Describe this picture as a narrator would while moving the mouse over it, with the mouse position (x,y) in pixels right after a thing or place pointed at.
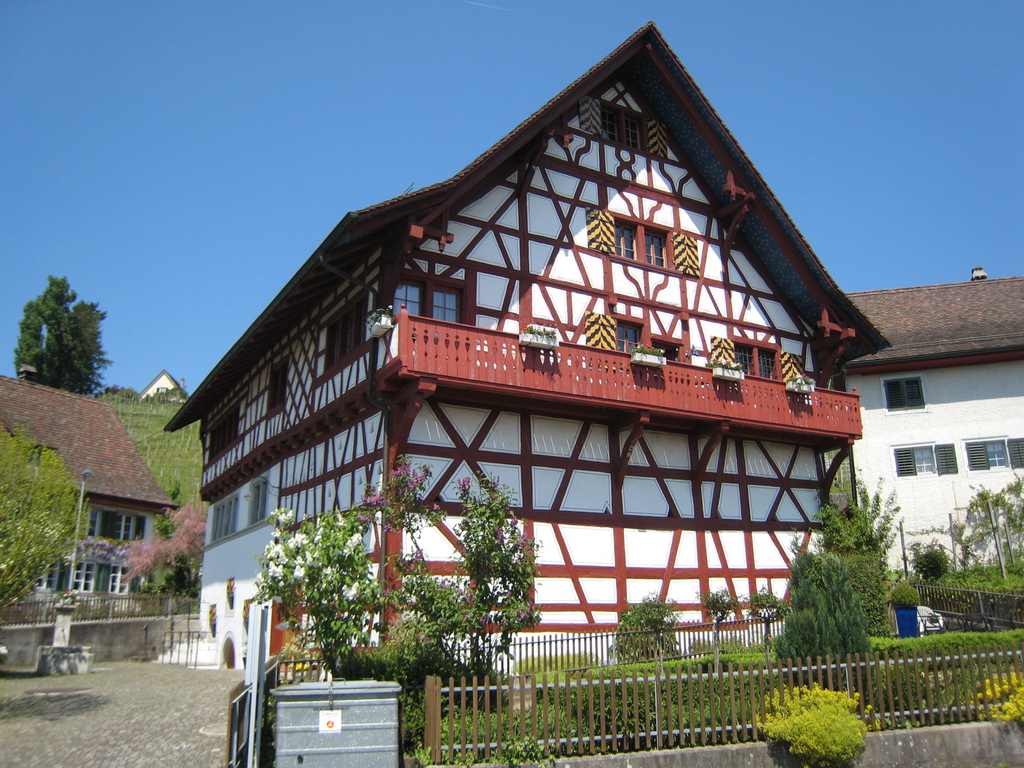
In the center of the image (579,454) we can see the sky (758,56), buildings (659,370), windows (937,451), trees (820,620), plants (816,577), fences (1013,606) and a few other objects (914,627).
